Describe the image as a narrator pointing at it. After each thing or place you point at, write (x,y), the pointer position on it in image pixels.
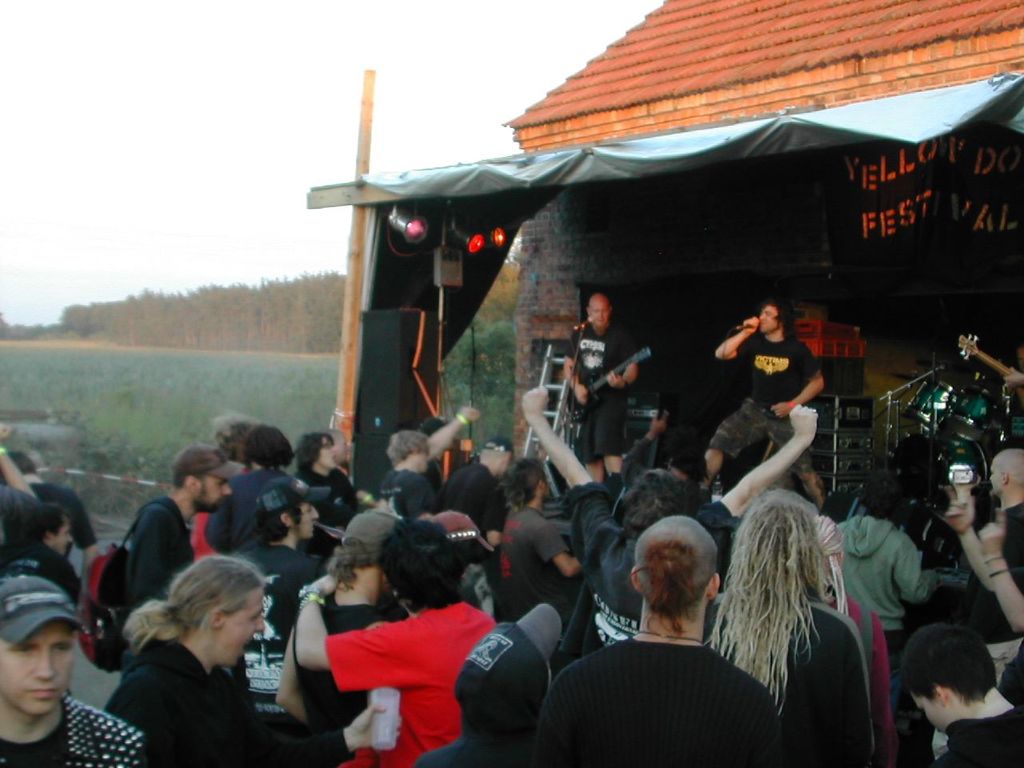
On the background (312,70) we can see sky (141,115), trees (162,304) and a grass (130,390). In front portion of the picture we can see a group of audience (536,674) standing. Here we can see a wall (708,250) with bricks (534,225) and this person (789,388) is holding a mike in his hand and singing. This man (608,429) is standing in front of a mike (584,327) and singing. These are drums (974,450).
